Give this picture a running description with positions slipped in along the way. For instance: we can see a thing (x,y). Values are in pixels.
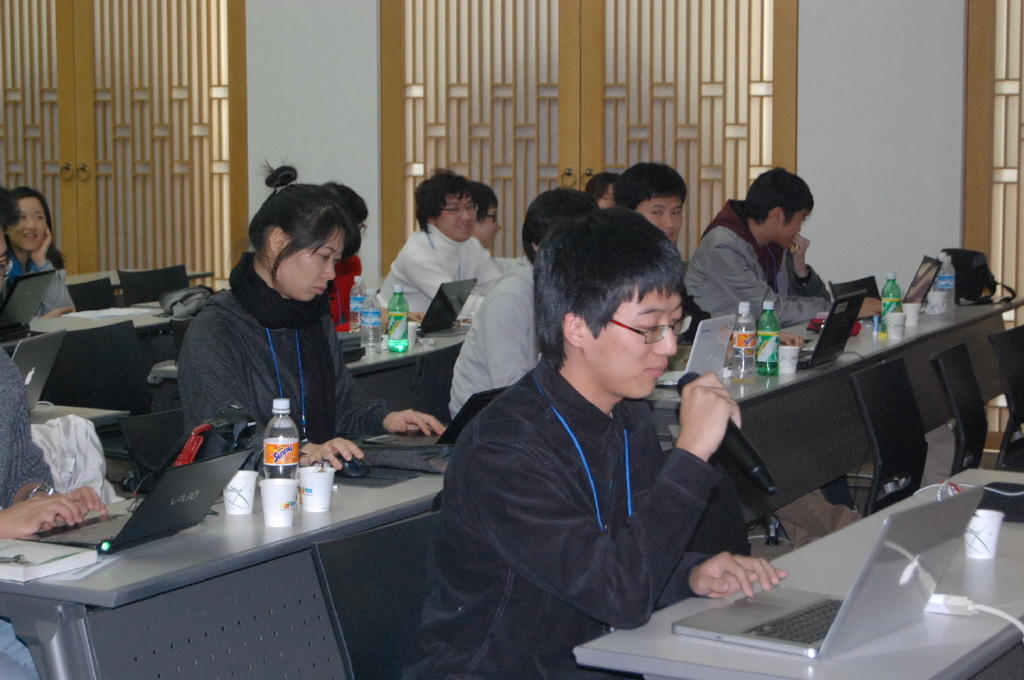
In this picture, we see many people (12,405) sitting on chair (96,302) in front of table (804,385). On table (796,397), we see water bottle (745,352), cup (788,347), glass (783,348), laptops (705,325) and bag (982,275) are placed on it and in the middle of the picture (590,249), man (516,466) wearing black shirt (562,532) is holding microphone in his hands (703,404) and is talking on it and in front of him, we see laptop (939,518) and cup (986,525) which are placed on table (679,638) and behind him, we see white wall (311,97) and windows (425,112).
